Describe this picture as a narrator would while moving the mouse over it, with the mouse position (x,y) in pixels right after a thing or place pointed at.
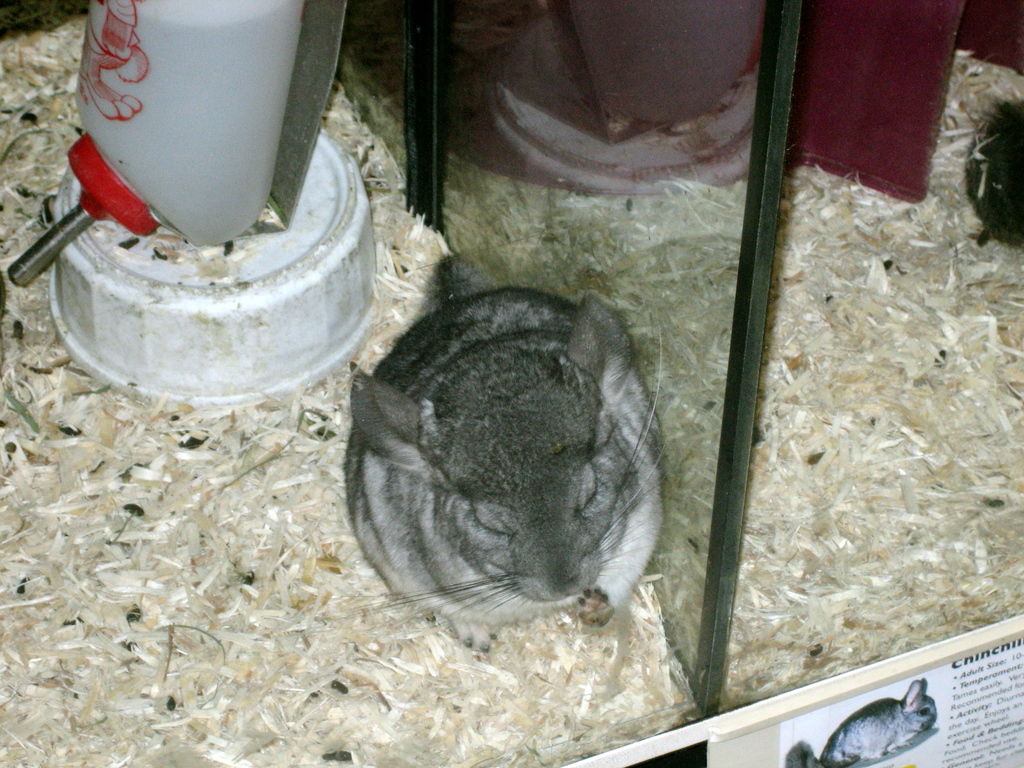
In this image we can see a chinchilla (480,443) and also some other objects (240,153). We can also see the glass (554,210), text board (895,709) and also the grains (893,212).
